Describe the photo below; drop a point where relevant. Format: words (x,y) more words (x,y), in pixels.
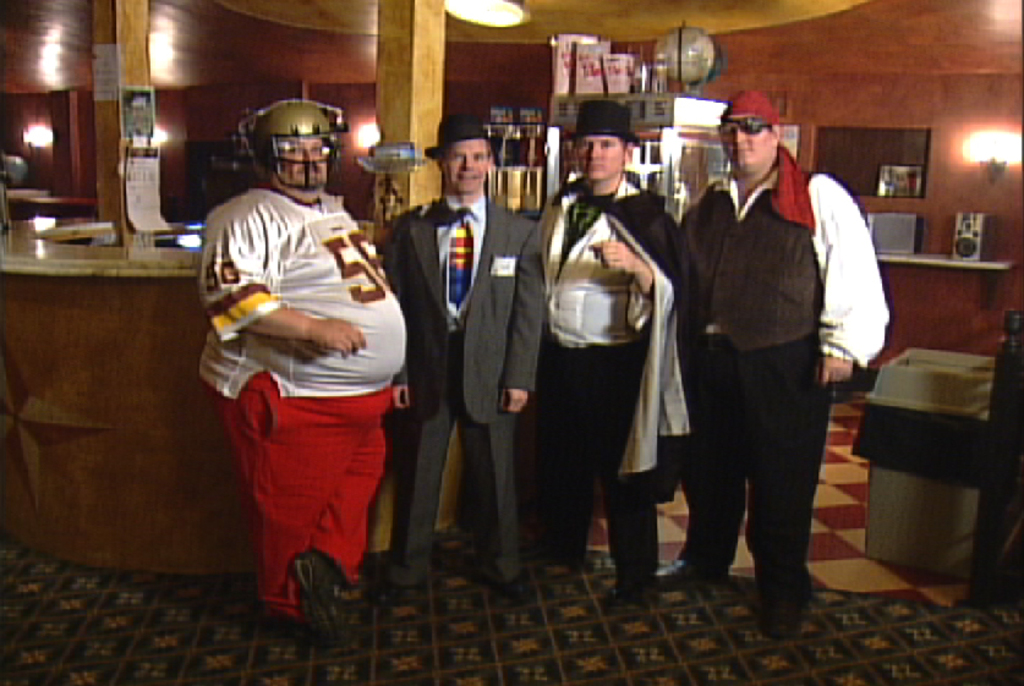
In this image, we can see lights (492,15) and wooden pillars (124,175). There are some objects (557,67) at the top of the image (691,55). There are four persons (648,208) in the middle of the image (454,398) standing in front of the counter (191,437). There is a wall shelf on the right side of the image (970,257) contains a speaker (967,255). There is a trash bin (949,408) in the bottom right of the image (957,546).
